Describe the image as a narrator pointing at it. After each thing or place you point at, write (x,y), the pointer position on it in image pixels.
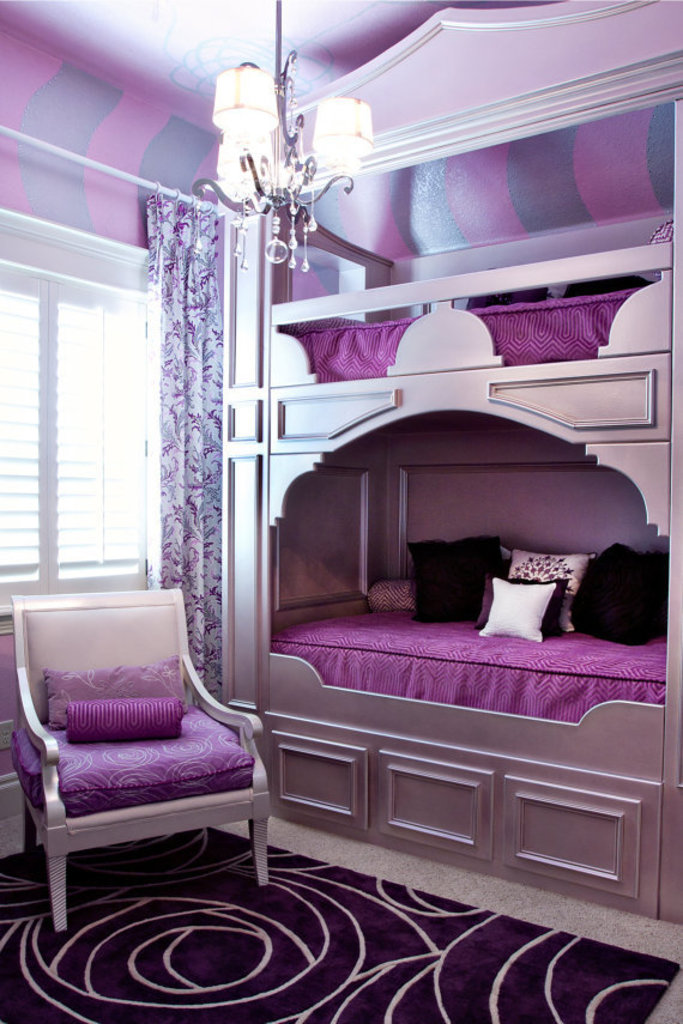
In this image we can see a pink color bed (549,712) and a chair (187,758) behind one window (65,396) and curtain (165,352) is there. Chandelier (245,162) is attached to the roof (260,38) of the room (260,38). Bottom of the image (282,960) carpet (255,937) is there.
